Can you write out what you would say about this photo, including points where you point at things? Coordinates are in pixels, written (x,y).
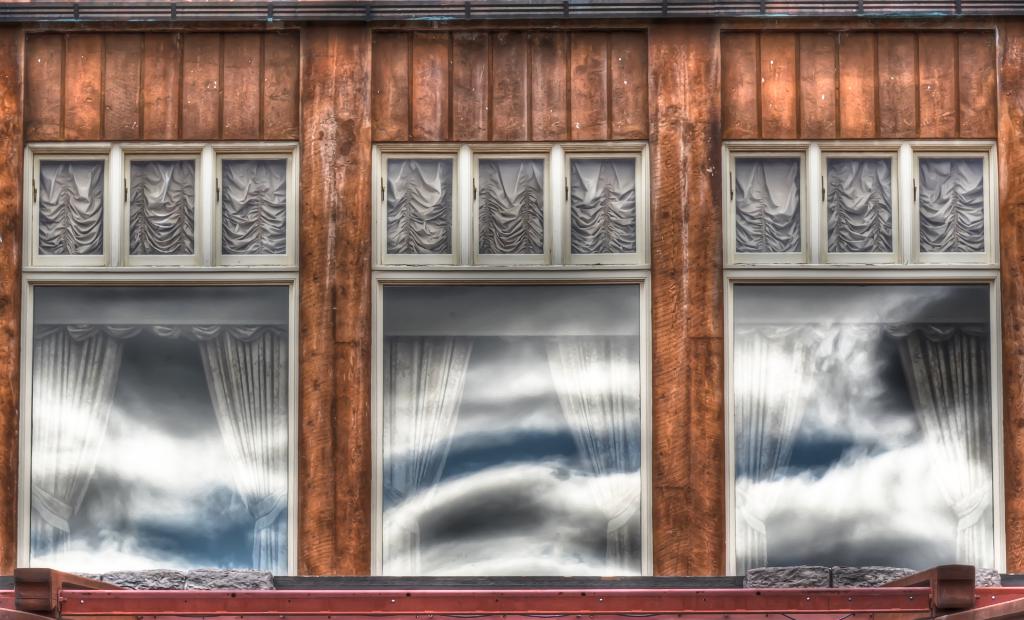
In this image I can see a building wall (428,91), windows (406,277) and curtains (793,372). This image is taken may be during a day.
